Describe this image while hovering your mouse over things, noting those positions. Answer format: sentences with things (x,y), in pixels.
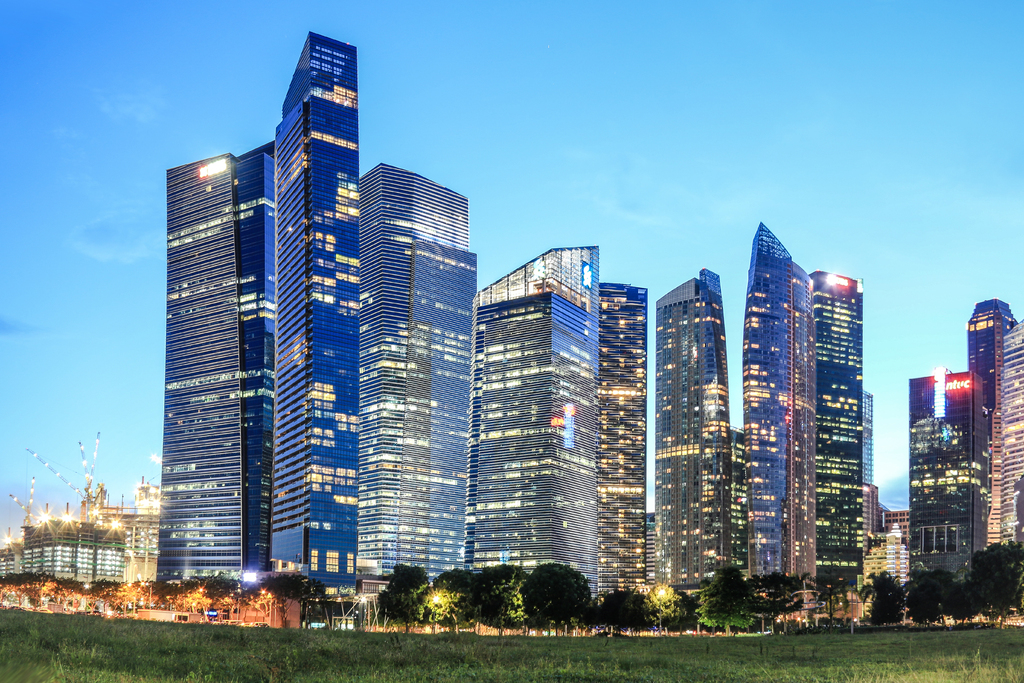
The pictures captured in the evening time, there are beautiful tall towers (402,421) with a lot of lights (416,443) and in front of the buildings (576,569) there are some trees (407,605) and grass (130,654).
